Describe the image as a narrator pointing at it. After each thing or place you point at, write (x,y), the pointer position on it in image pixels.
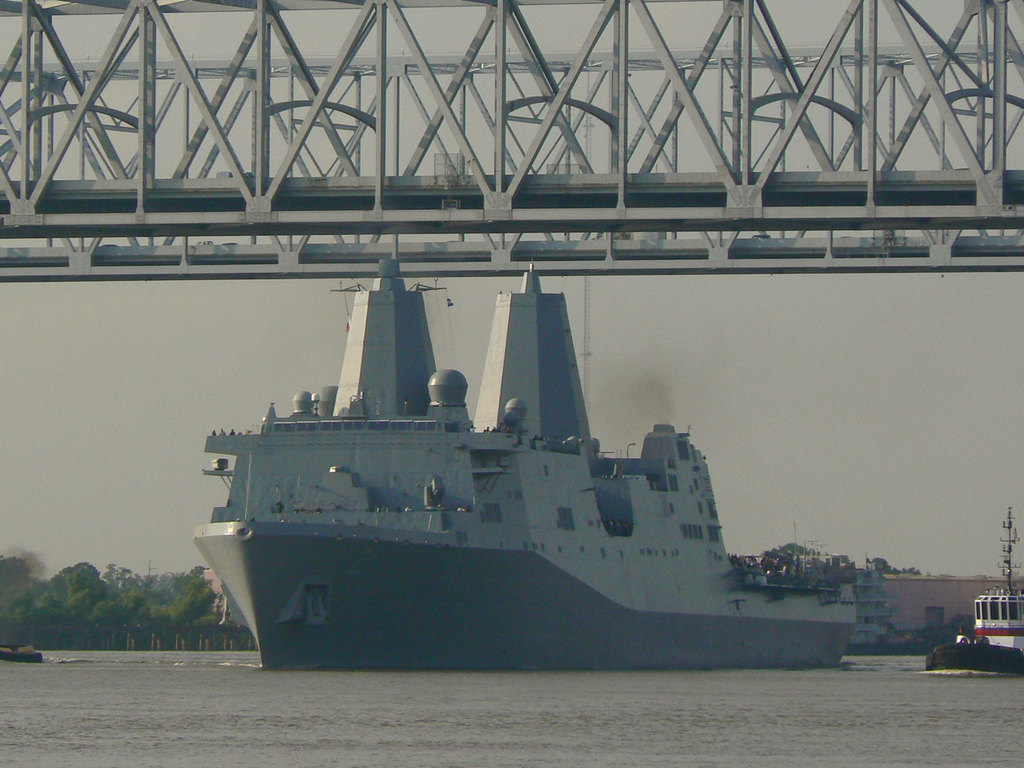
In this picture I can see a ship (321,558) and boats (978,655) on the water (551,702), and there are buildings (936,600), trees (188,598), a bridge (981,270), and in the background (351,239) there is sky (244,360).
